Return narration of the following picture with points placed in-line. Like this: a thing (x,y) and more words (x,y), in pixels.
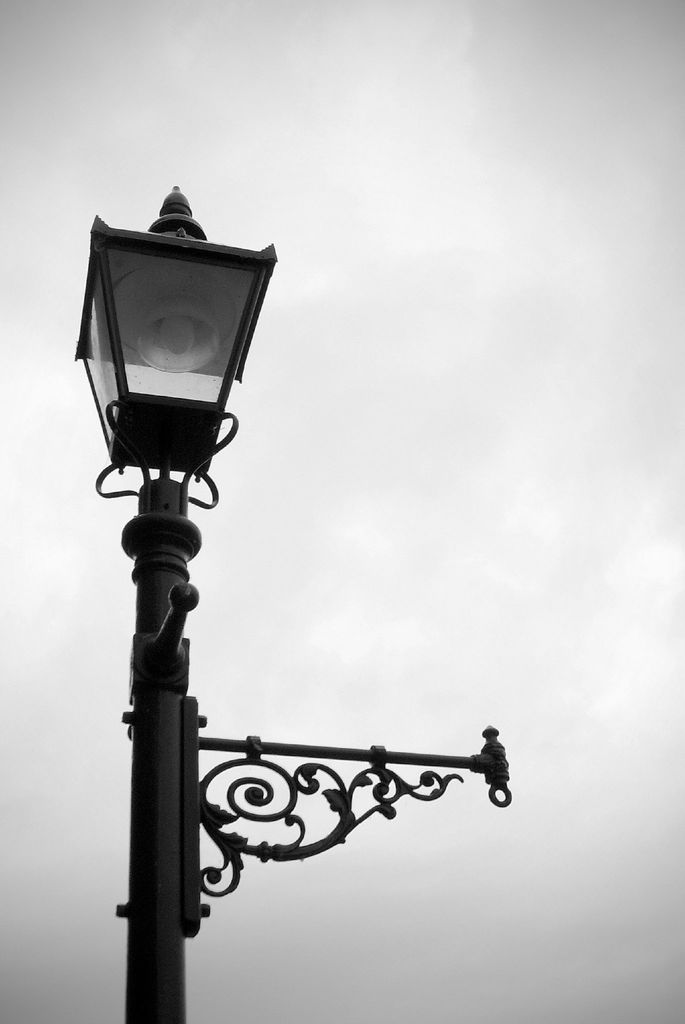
Here in this picture we can see a lamp post (150,468) present on the ground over there and we can see the sky (477,395) is fully covered with clouds (159,103) over there.
